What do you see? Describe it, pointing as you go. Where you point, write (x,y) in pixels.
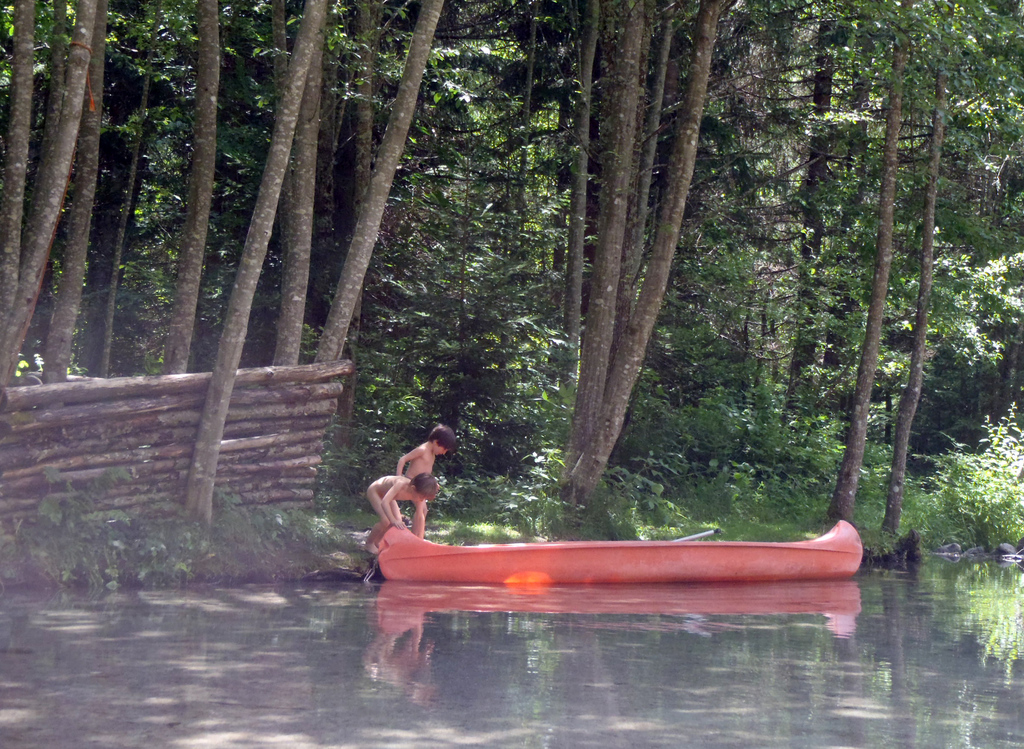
In the foreground of this picture (708,652), there is a boat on the water (520,650) and there are two boys (421,480) standing beside the boat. In the background (284,409), there are sticks (267,395), trees (657,265), plants (766,507) and the grass (723,516).
